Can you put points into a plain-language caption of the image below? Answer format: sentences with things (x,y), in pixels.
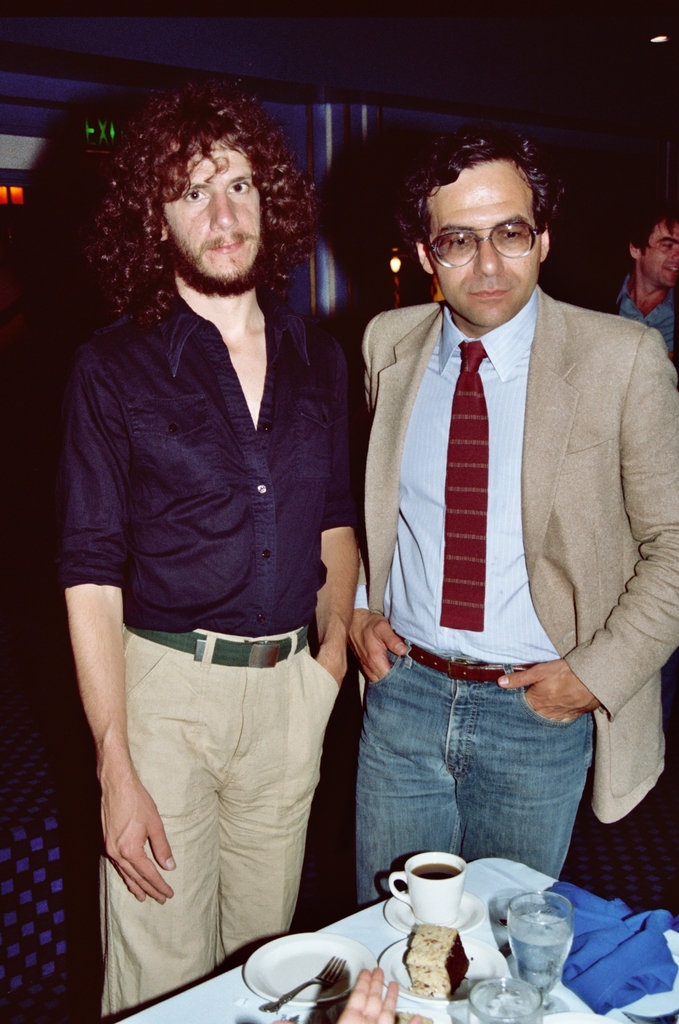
This picture is taken inside the room (605,598). In this image, we can see two men (546,480) are standing in front of the table (313,1016). On the table (386,943), we can see a water glass (500,983), blue color cloth (644,952), a plate (476,973) with some food (429,975), fork (296,992), coffee cup (443,882). In the bottom of the image (377,1023), we can see fingers (389,995) of a person (382,1014). In the background (658,251), we can see another person (641,233) and a pillar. At the top (502,8), we can see black color.
